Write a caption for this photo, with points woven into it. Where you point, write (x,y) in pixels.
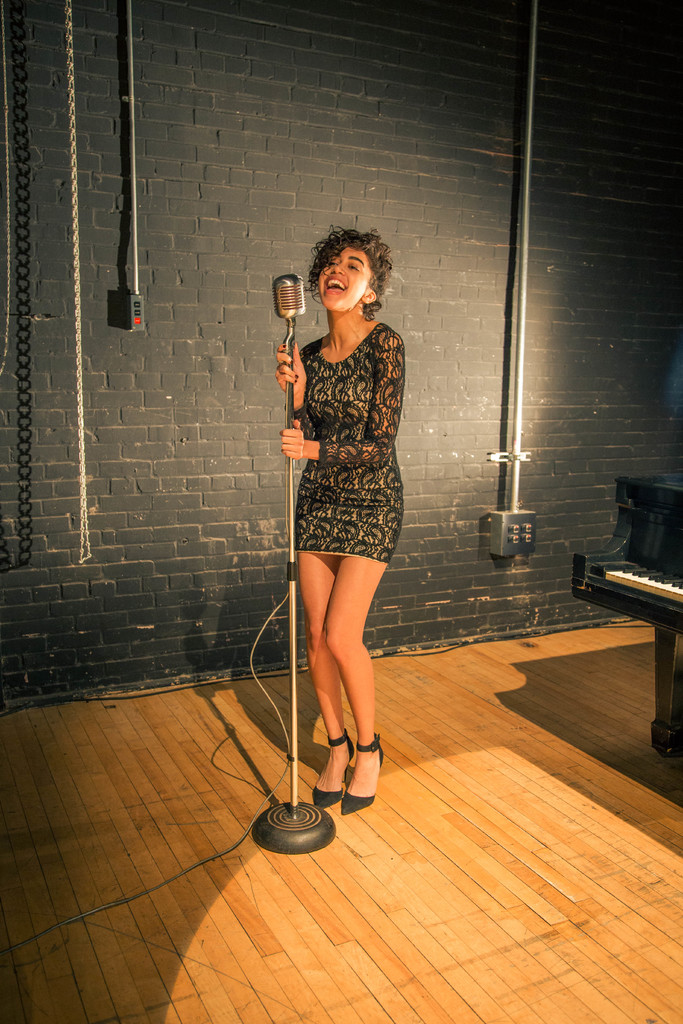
Here we can see a lady (371,493) standing with a microphone (304,306) in front of her, she is holding the microphone (292,306) and singing, behind her there is a brick wall (500,305) and at the right side (597,566) we can see a piano (604,575).
